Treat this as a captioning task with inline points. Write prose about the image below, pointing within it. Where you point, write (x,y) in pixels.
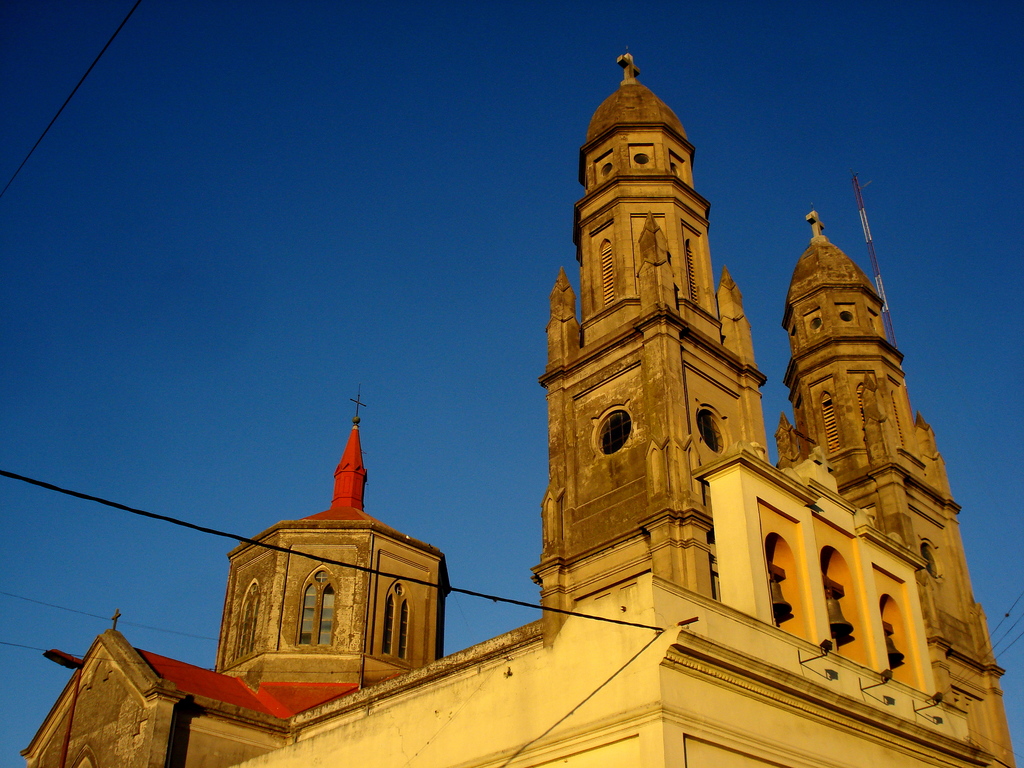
In this image we can see there is a church building (614,588) in the background (409,110) there is a sky (491,84).
